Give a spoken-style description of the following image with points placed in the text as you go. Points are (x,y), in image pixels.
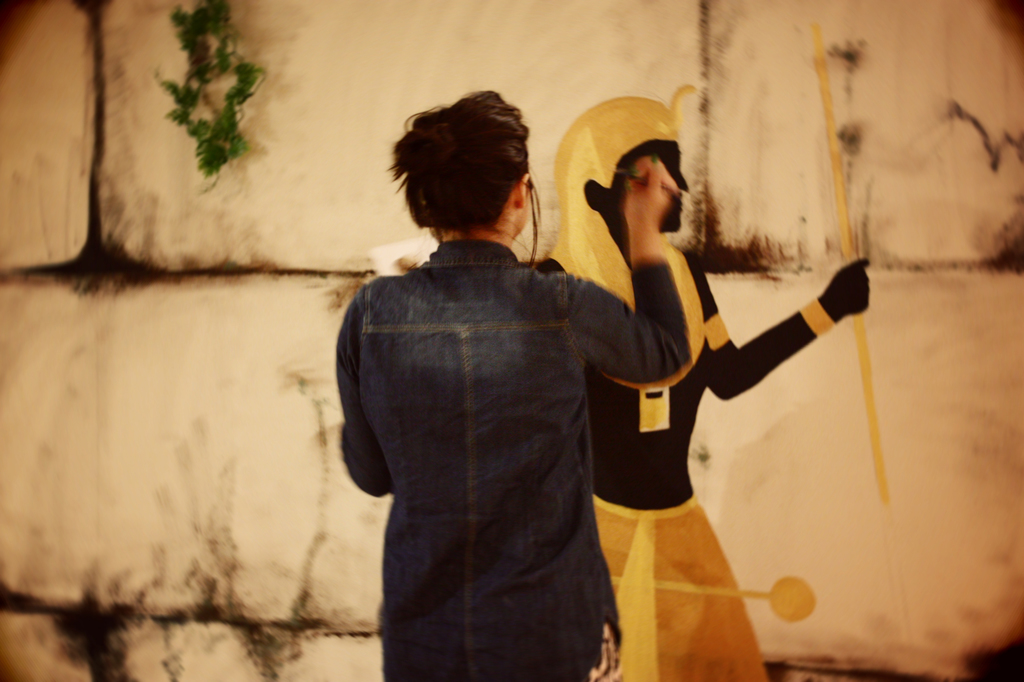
In this picture there is a person (487,202) standing and painting on the wall (659,155) and we can see green leaves (197,18).
